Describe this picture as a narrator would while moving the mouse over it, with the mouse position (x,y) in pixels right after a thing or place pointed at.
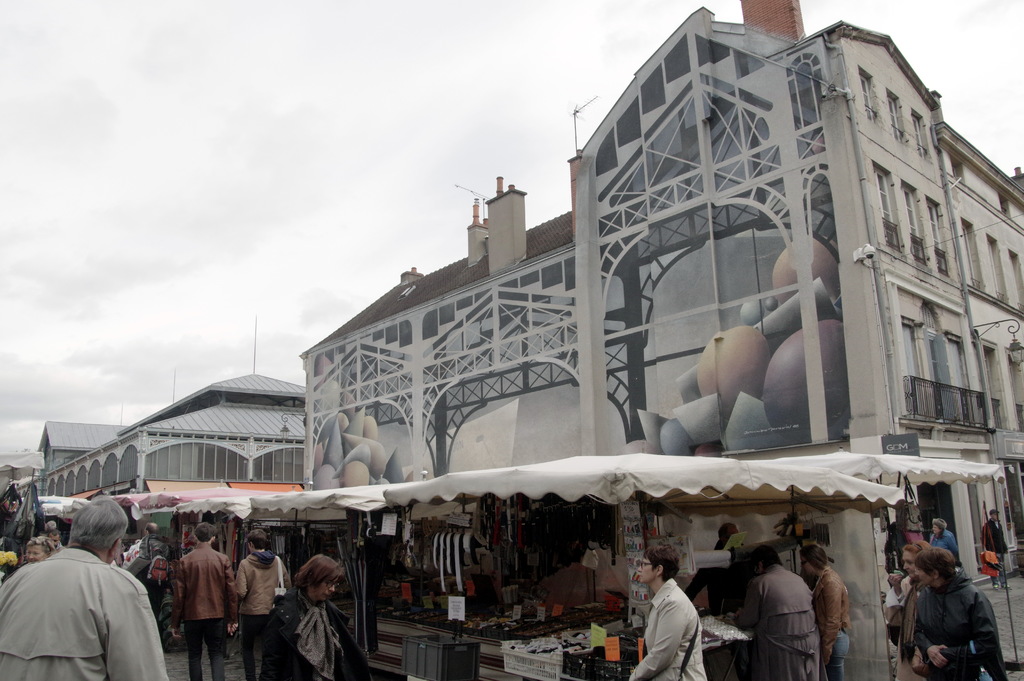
This picture is clicked outside. In the foreground (155,617) we can see the group of persons (751,594) and we can see the tents (61,506) and there are many number of tables (499,643) on the top of which we can see many number of objects (513,630). In the background (287,134) we can see the sky (412,80) and buildings (611,246) and some metal rods (573,115) and we can see the pictures (777,310) of some objects (319,444) on the wall (377,438) of the building (478,314).
